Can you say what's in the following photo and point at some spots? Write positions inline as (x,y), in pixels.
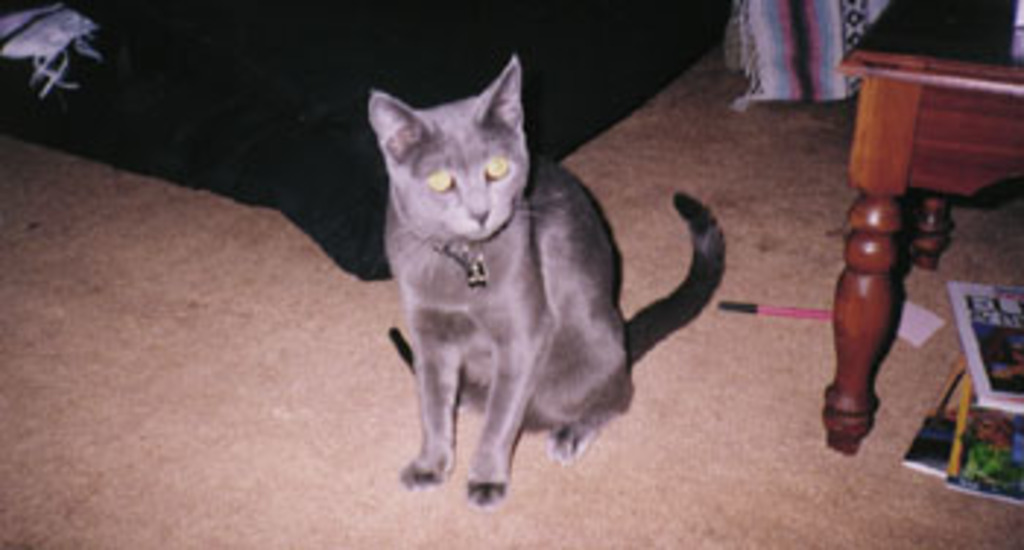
In this picture there is a cat (565,285) and is sitting on a brown carpet (253,404). To the right (910,182) there is a table (910,182), a pen (784,312) and a book (991,388) on the carpet (343,374). There is a black cloth (211,112).
